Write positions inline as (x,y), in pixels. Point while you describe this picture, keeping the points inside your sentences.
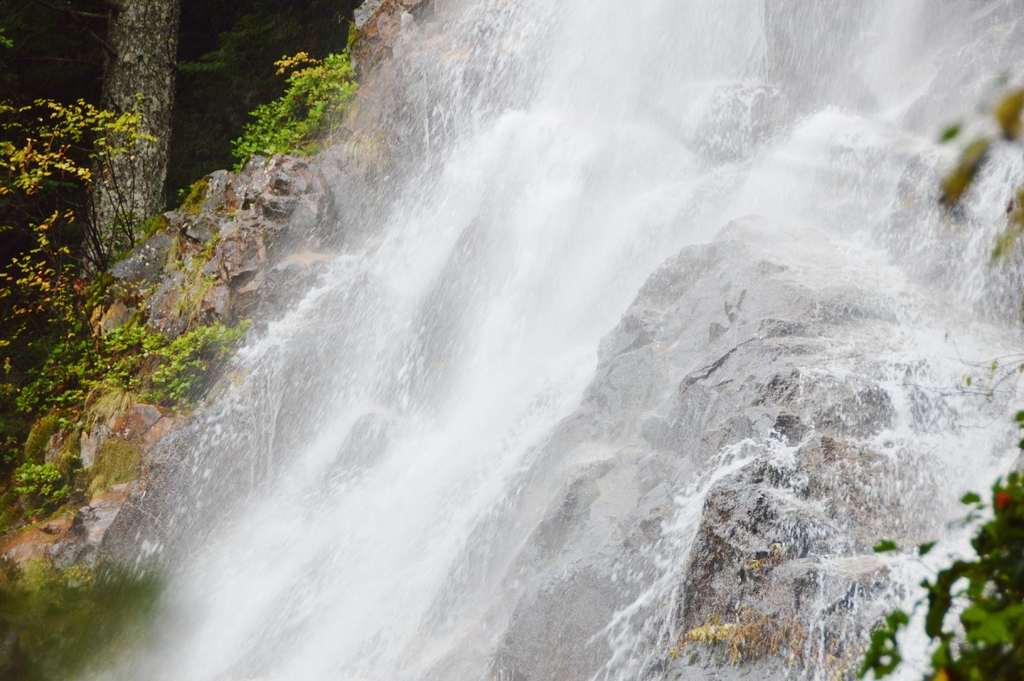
In this image we can see a waterfall (724,199). At the bottom (625,588) there are rocks (561,464). In the background (156,21) there are trees (136,19).
